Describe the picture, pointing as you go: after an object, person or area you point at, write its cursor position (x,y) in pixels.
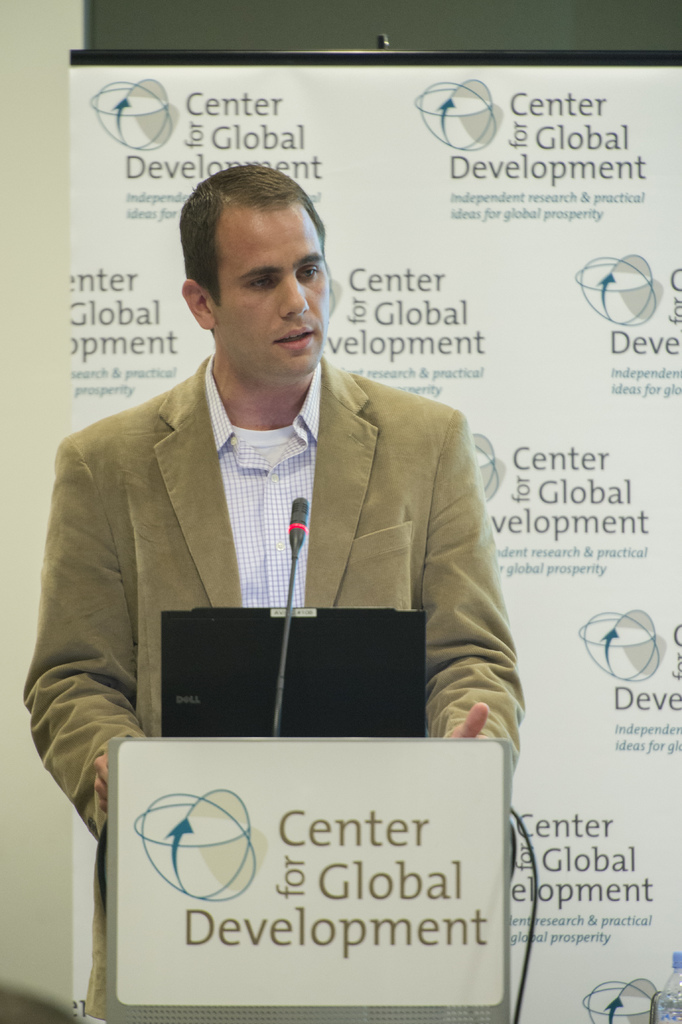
In this picture I can observe a man (192,543) standing in front of a podium (299,838). I can observe mic (282,693) on the podium (250,806). Man (268,596) is wearing coat (123,562). Behind the man (367,509) I can observe white color poster (397,234) in which there is some text (398,353).
